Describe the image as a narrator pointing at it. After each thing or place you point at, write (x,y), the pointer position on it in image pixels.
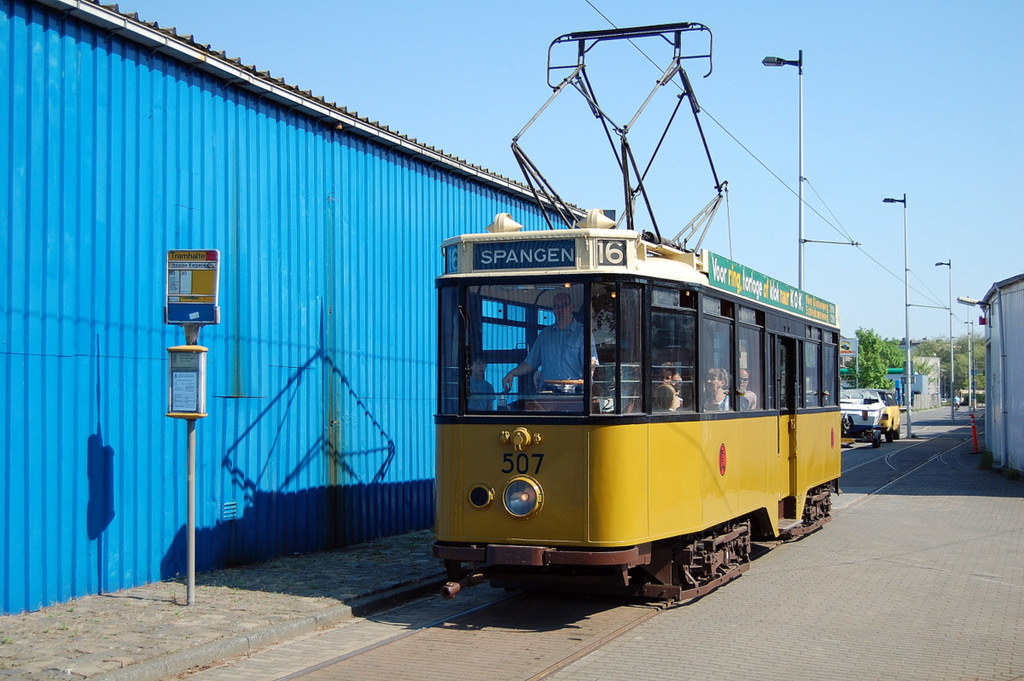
In this picture I can see a train (616,417) in the middle (647,447), on the left side (205,99) it looks like a shed (218,412) and there is a board (200,401). On the right side (952,347) I can see few trees (869,363), lamps (905,307). At the top (902,164) there is the sky (882,112).
